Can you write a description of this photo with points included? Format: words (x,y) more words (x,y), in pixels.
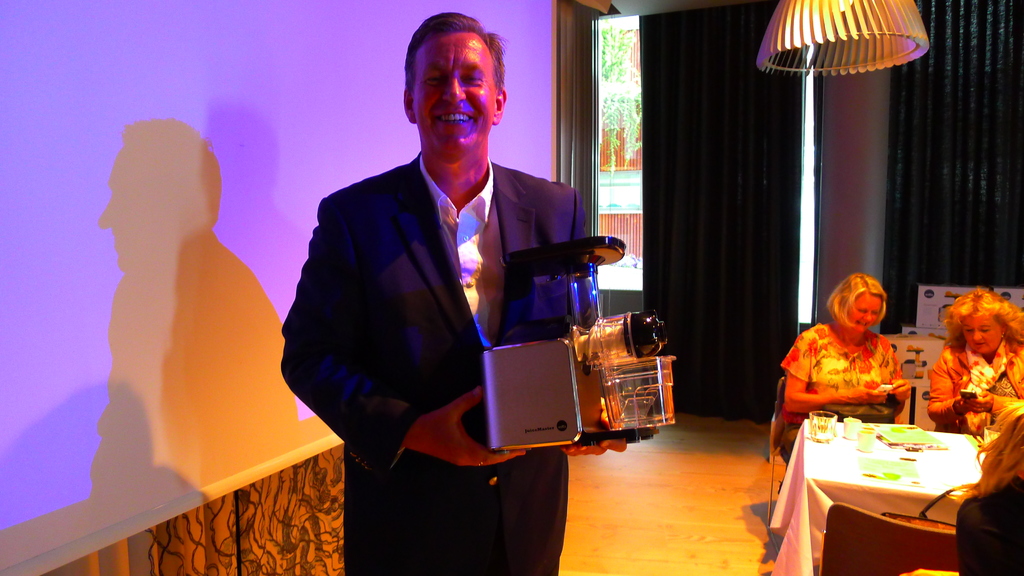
This picture is clicked inside the room (36,206). There is a man (358,292) who is standing in front of the picture, is wearing a black blazer (384,255) and is carrying machine (532,365) in his hand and he is smiling. On the right bottom of the picture (814,385), we see two women (850,329) sitting on chair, both of them holding mobile phones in their hands (992,395). In front of them, we see a table (819,478) on which glass (823,431), cup (871,441) and book (907,440) are placed. Behind them, we see a wall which is brown in color and beside that, we see a window (630,93) from which we see a red building (638,234) and tree (626,66).
